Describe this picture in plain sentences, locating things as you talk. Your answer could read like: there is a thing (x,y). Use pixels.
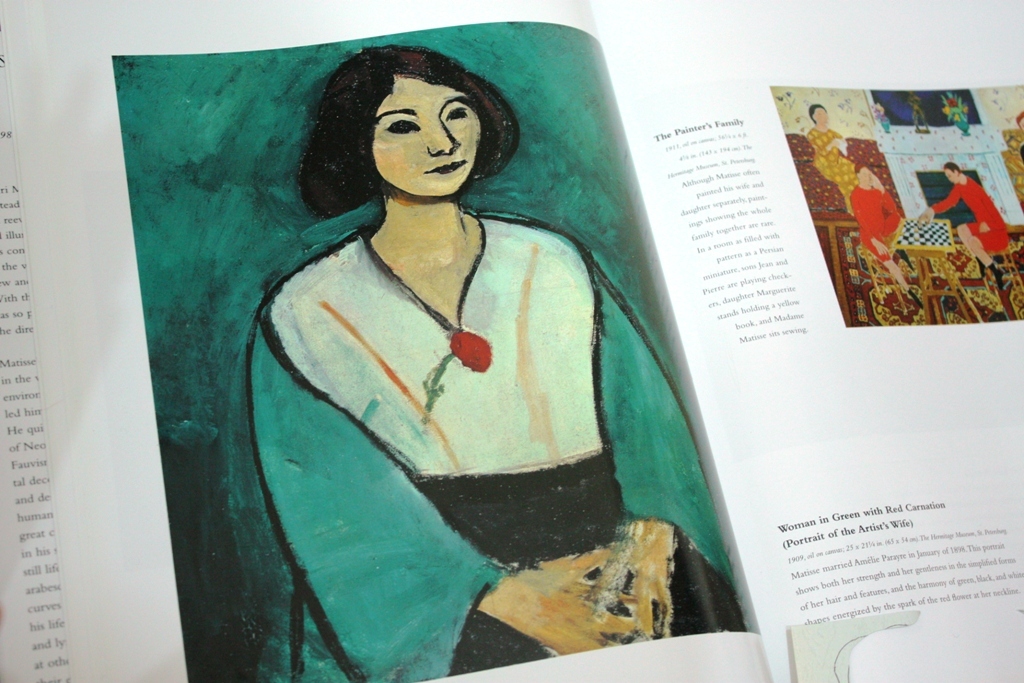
In the image in the center (453,316) we can see one book (447,264). On the book (328,253), we can see one person (414,230) standing and few people (976,206) were sitting. And we can see something written on the paper (845,394).
